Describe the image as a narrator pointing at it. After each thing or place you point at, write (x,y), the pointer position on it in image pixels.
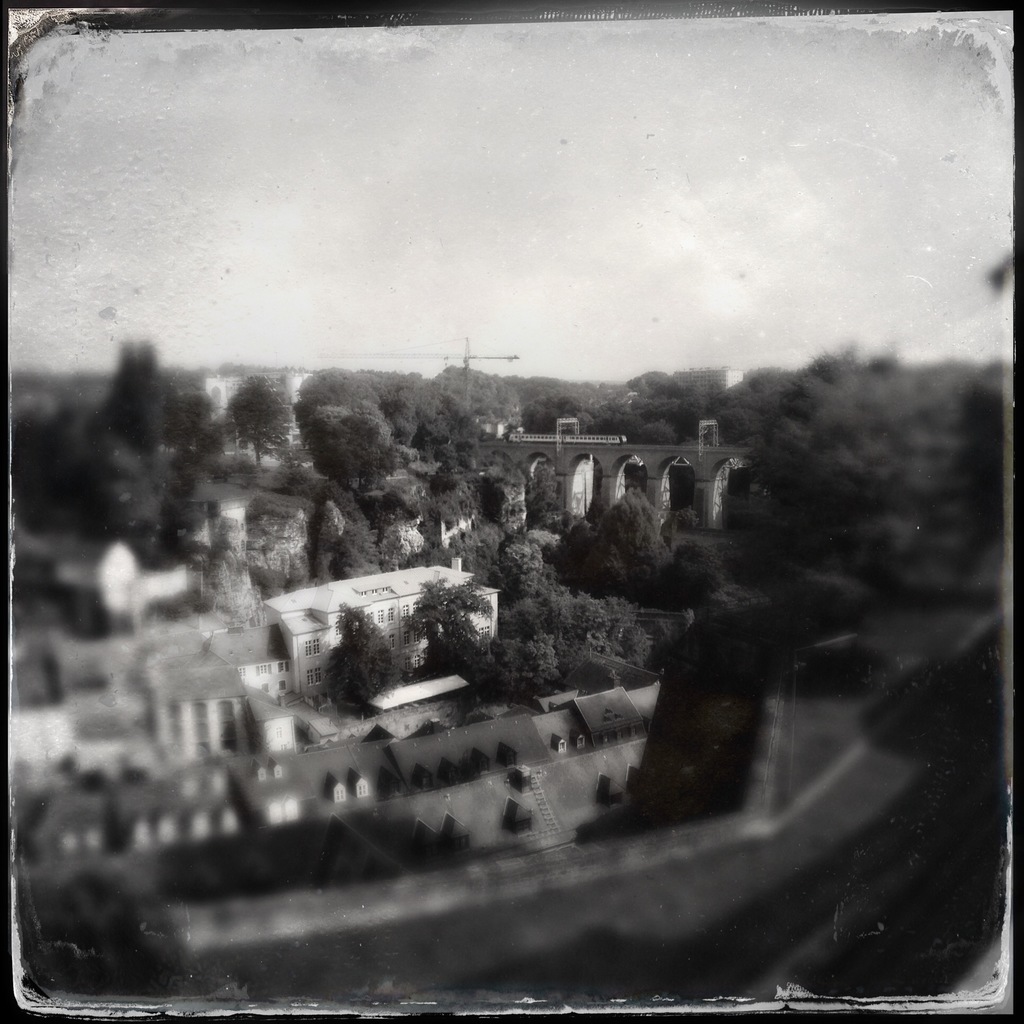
This picture is an edited picture. In this image there are buildings (274,801) and trees (465,585). At the top (466,179) there is sky (559,169).
